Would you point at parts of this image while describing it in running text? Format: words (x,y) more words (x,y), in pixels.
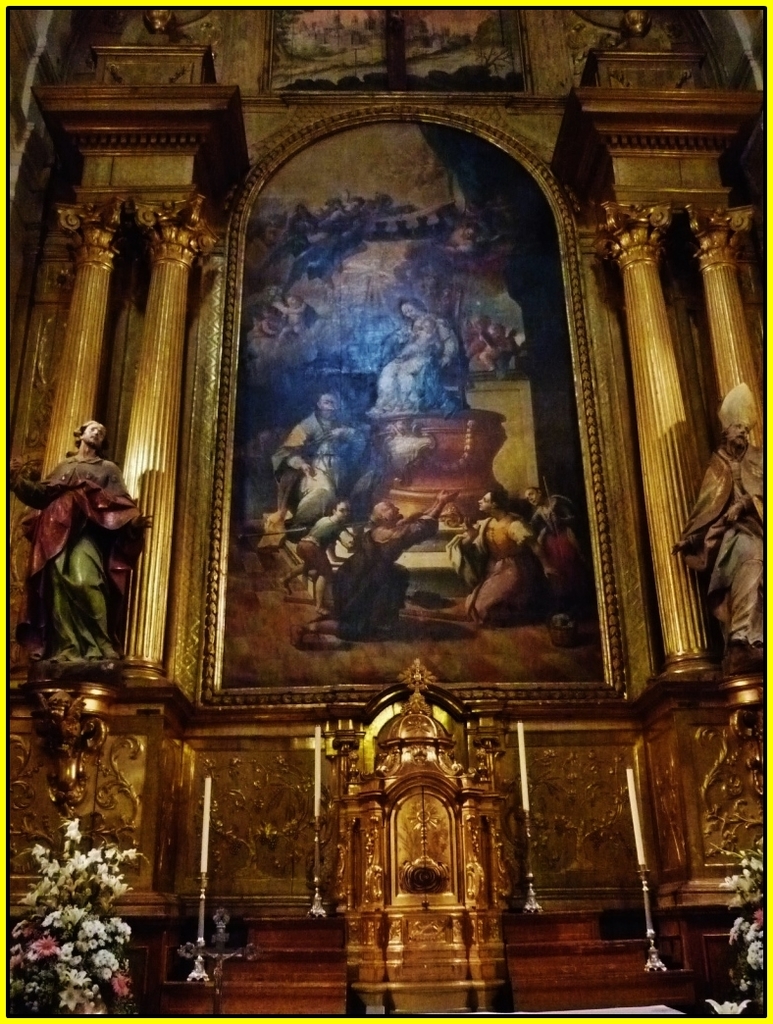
In this image we can see flower bouquets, statues (756,580), candles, pillars (151,577), and pictures (476,315). There is a designed wall (658,813).
